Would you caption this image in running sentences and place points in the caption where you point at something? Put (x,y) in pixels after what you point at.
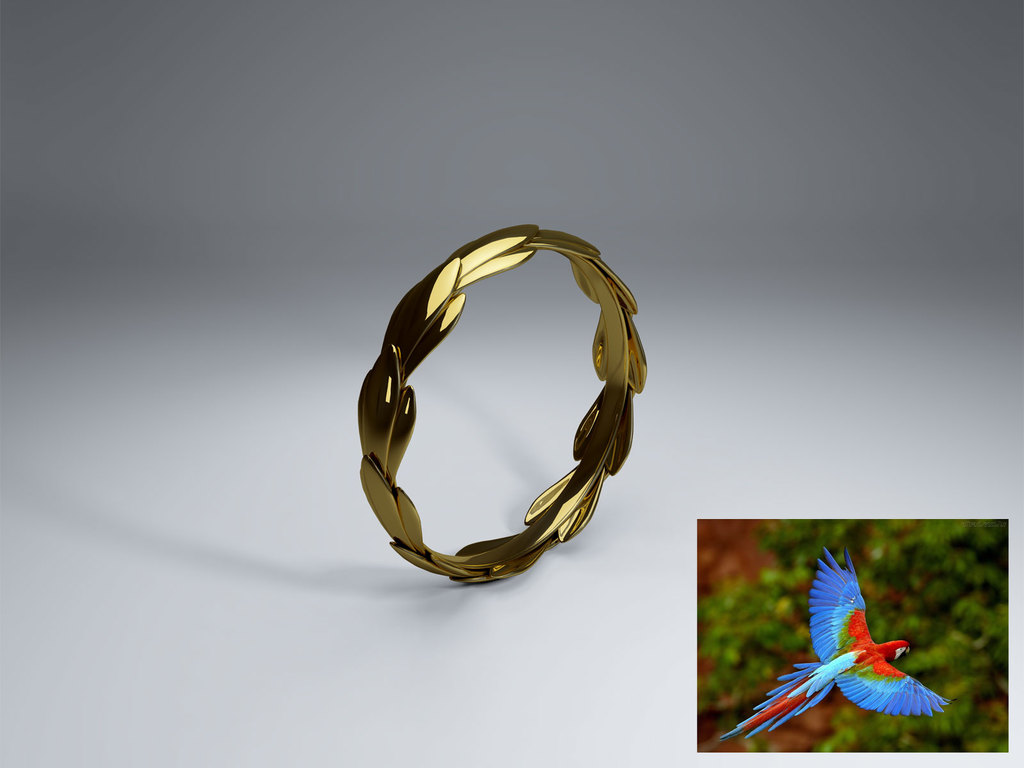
In this image we can see a gold color bangle (439,295) is kept on the white color surface (738,329). On the bottom right side of the image (803,700) we can see a picture (847,650) in which a bird (909,683) is flying in the air (837,727) and we can see the background (979,641) is slightly blurred.
